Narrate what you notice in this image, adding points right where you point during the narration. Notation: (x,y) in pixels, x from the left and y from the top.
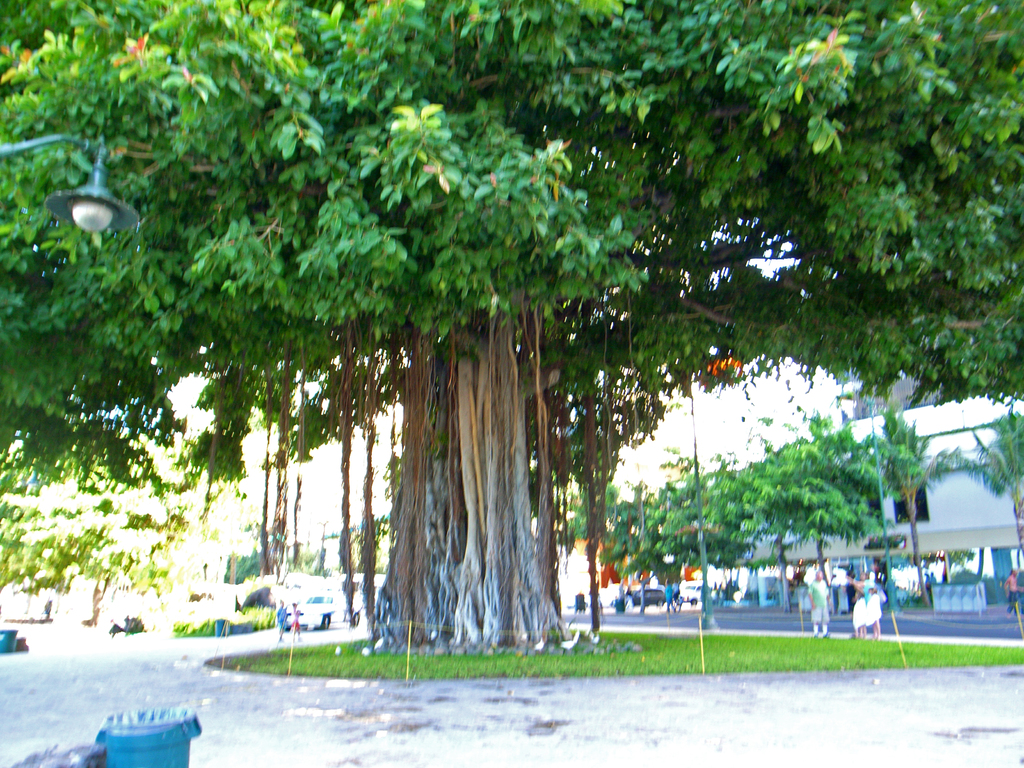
In this image we can see a tree (352,380) and the grass (614,655). Behind the tree (384,586) we can see the plants (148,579), vehicles (306,581), persons (850,598), poles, trees (862,471) and buildings (959,423). At the bottom (167,723) we can see the dustbins (179,752). On the left side (67,195), we can see a light (89,182).
